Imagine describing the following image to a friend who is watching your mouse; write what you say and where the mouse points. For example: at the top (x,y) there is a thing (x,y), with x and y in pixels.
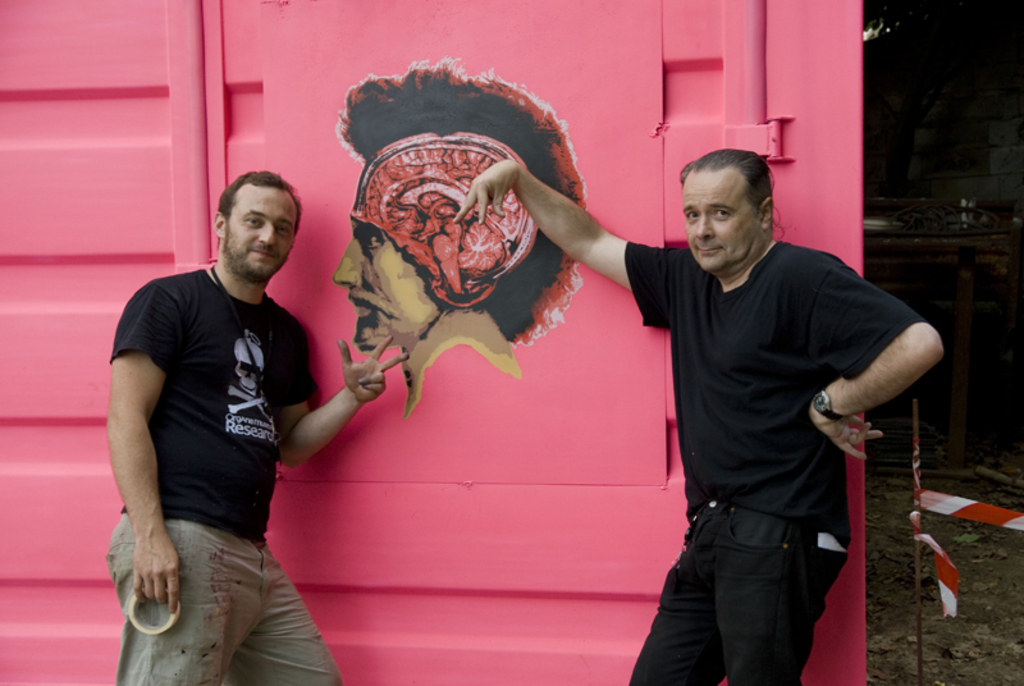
In the image there are two men (712,436) standing in front of a pink background (588,67), they are posing for the photo and there is an image (407,325) of a man (415,203) on the pink background (455,350).
